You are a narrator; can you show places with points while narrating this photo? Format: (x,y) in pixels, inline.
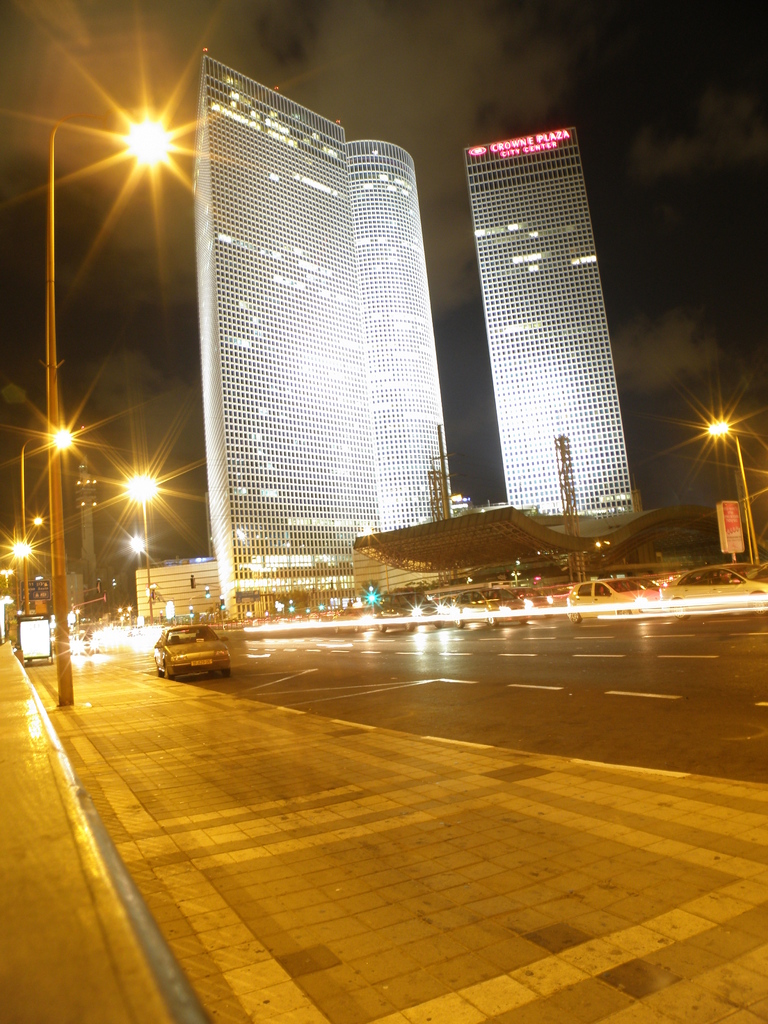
In this image I can see in the middle (338,677) few vehicles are moving on the road (299,689), on the left side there are street lamps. In the middle (412,505) there are very big buildings (350,360) with lights (344,331), at the top (404,99) it is the sky (436,107).
